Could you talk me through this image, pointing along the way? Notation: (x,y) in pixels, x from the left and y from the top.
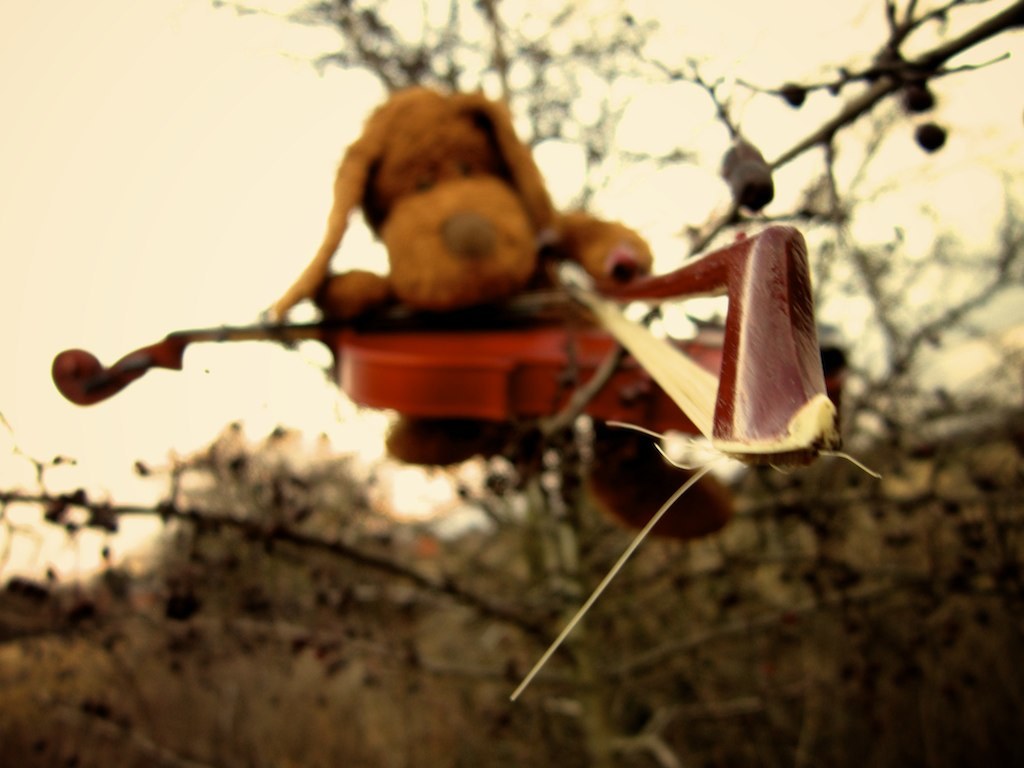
In the foreground of this image (527,401), there is a toy (460,263) and violin (507,383) on a tree (587,659). In the background (314,472), there are trees (314,472) and the sky (184,280).
